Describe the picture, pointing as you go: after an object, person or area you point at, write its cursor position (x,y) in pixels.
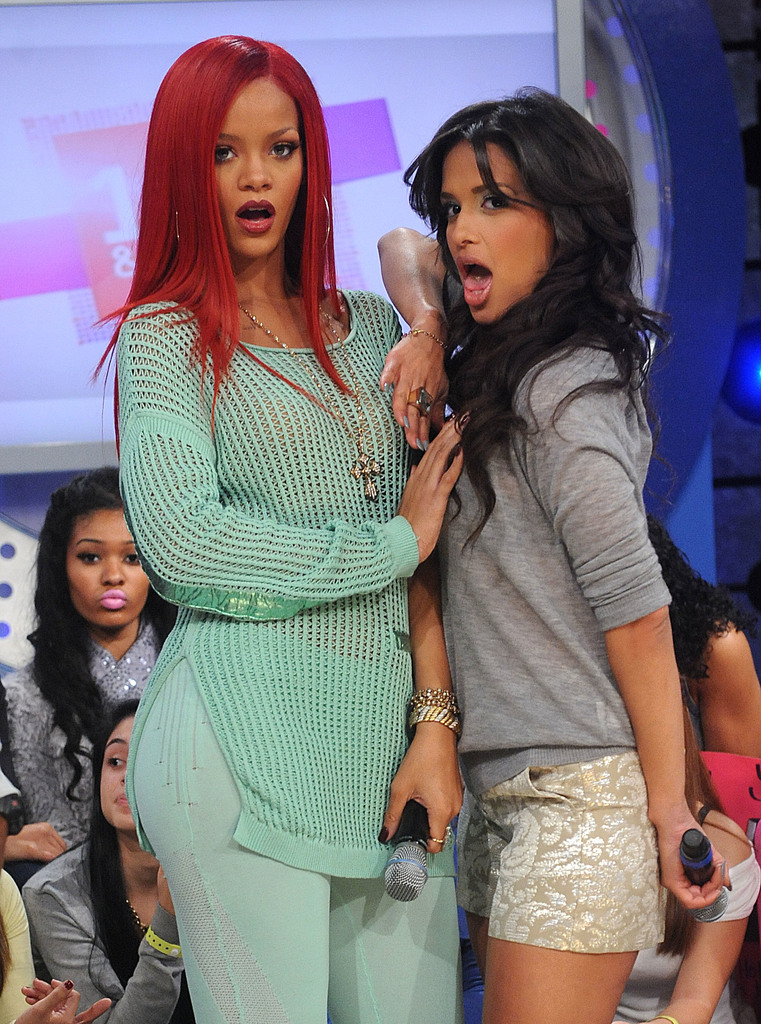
In this image in the front (337,517) there are women (420,577) standing and having expression on their faces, holding mics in their hands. In the background (90,596) there are persons (82,680) and there is a board (62,227) with some text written on it.
